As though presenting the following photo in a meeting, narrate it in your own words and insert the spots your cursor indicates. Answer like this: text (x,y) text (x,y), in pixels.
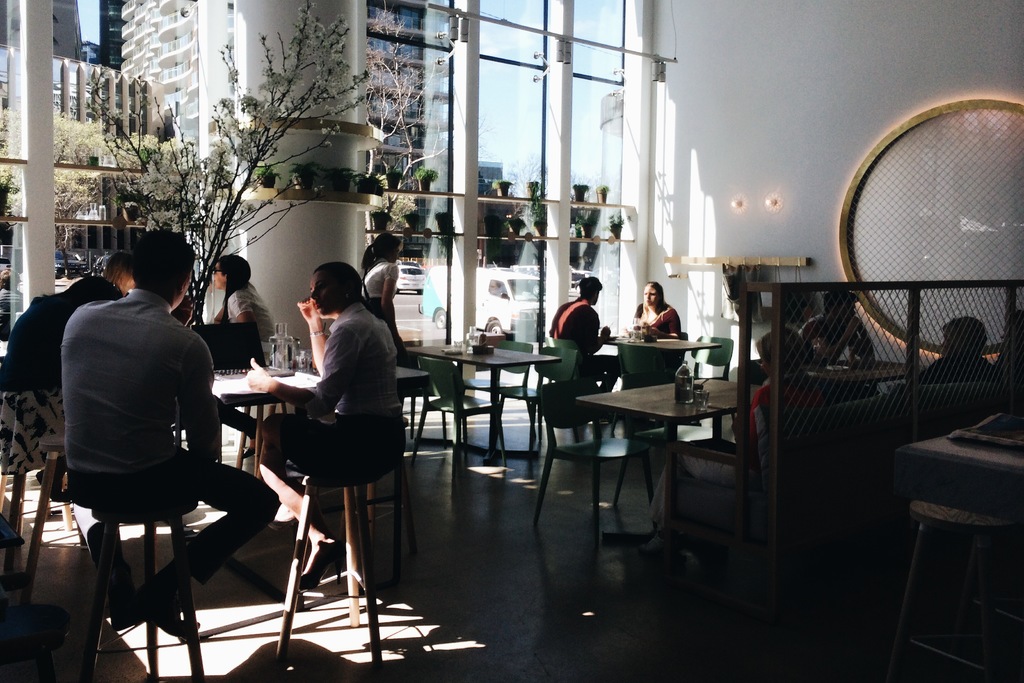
Persons (583,284) are sitting on a chair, in-front of them there are tables (265,408). Plants (536,212) are near this glass window (608,200). Outside of this glass window (115,60) there are buildings (154,78) and trees (125,147). Vehicles (514,299) are on road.
